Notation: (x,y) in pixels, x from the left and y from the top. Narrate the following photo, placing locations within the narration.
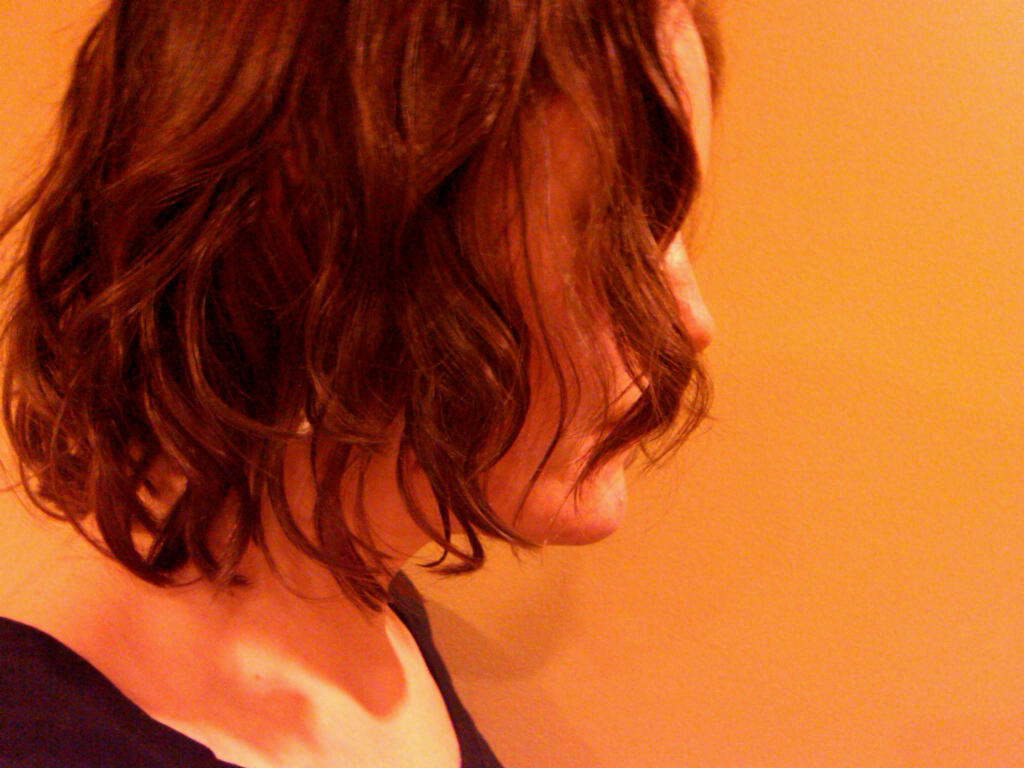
In this image there is a person (296,568) wearing a black top (60,687). Background (982,707) there is a wall (703,611).
